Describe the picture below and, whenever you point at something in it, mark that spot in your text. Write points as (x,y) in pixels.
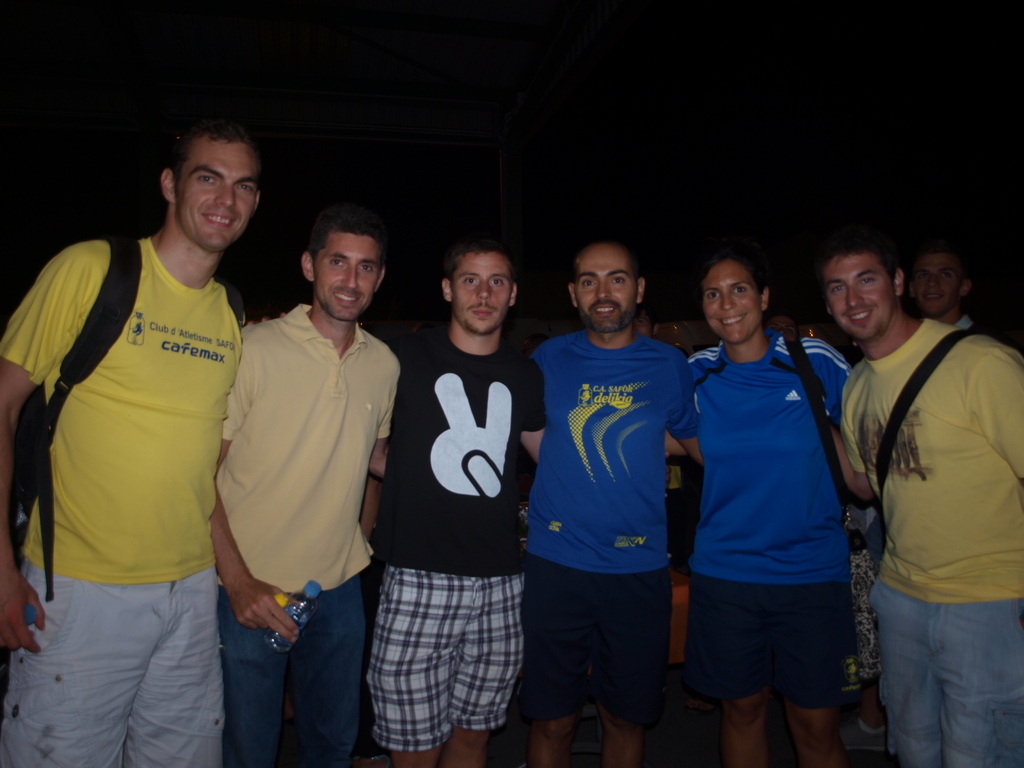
In this image, we can see a group of people (431,689) are standing, seeing and smiling. Here we can see few people (961,390) are wearing bags (820,438) and holding some objects (294,596). Background (655,186) there is a dark view.
